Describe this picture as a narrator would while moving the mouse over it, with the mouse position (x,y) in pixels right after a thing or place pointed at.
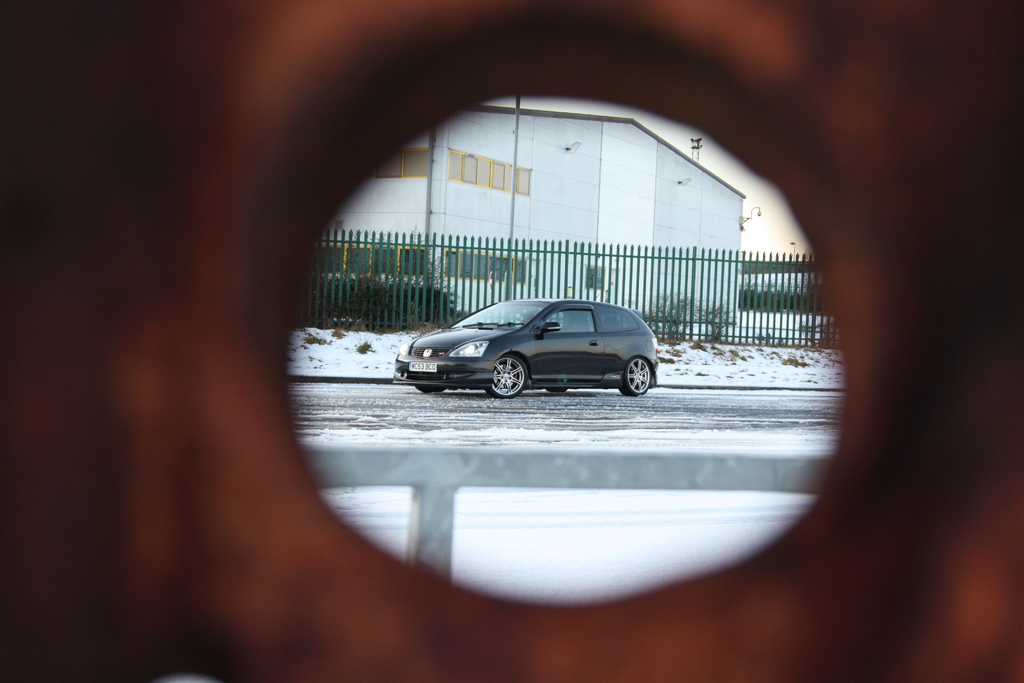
In this image I can see a car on the road (632,421). Background (471,295) I can see a railing (560,278), trees (676,309) in green color, building (675,187) and sky (741,171) in white color.
